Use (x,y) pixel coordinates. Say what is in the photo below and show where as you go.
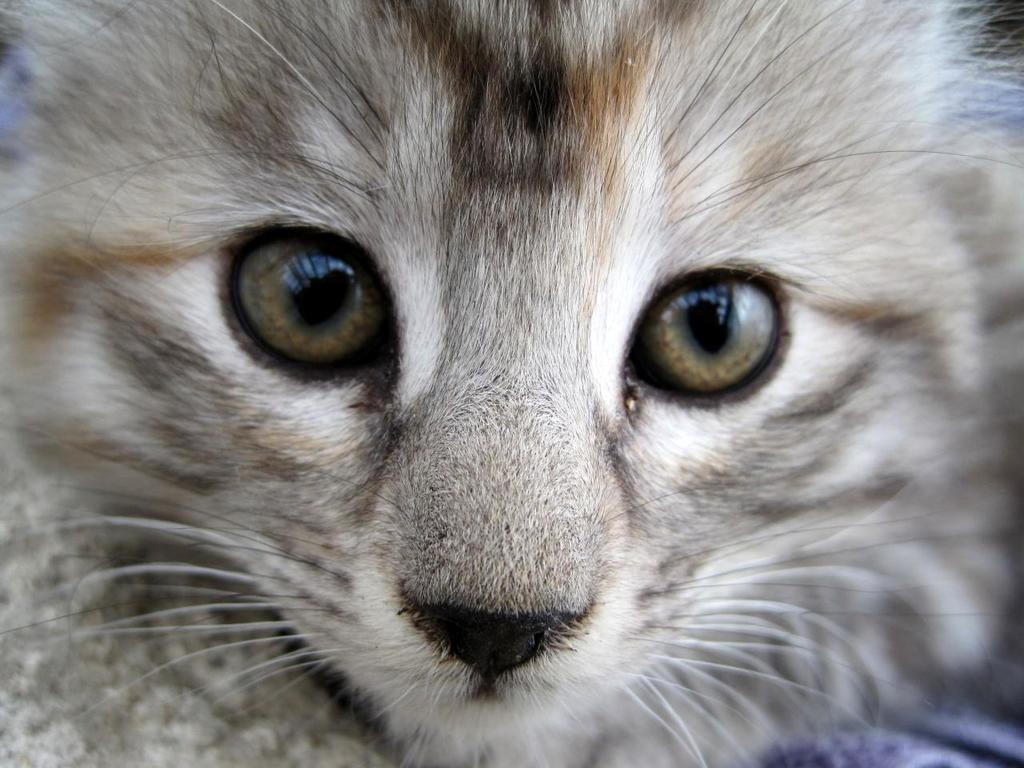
In this picture there is a cat face (735,206) in the center of the image (432,278).
